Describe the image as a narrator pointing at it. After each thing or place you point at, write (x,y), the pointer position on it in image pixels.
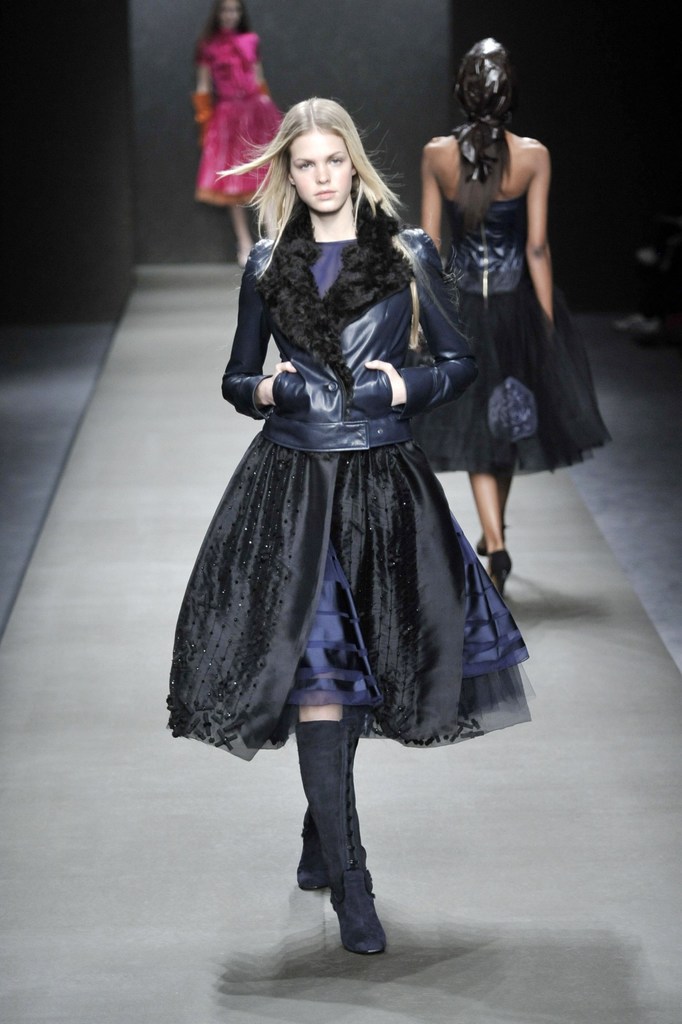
This image consists of three girls (250,312) performing ramp walk. In the front (455,598), we can see two girls (432,365) wearing black dress (472,272). In the background (233,140), the girl (233,140) is wearing a pink dress (240,146). At the bottom (157,962), there is a ramp (252,968). On the left (44,150) and right, there are walls (386,131) in black color.
